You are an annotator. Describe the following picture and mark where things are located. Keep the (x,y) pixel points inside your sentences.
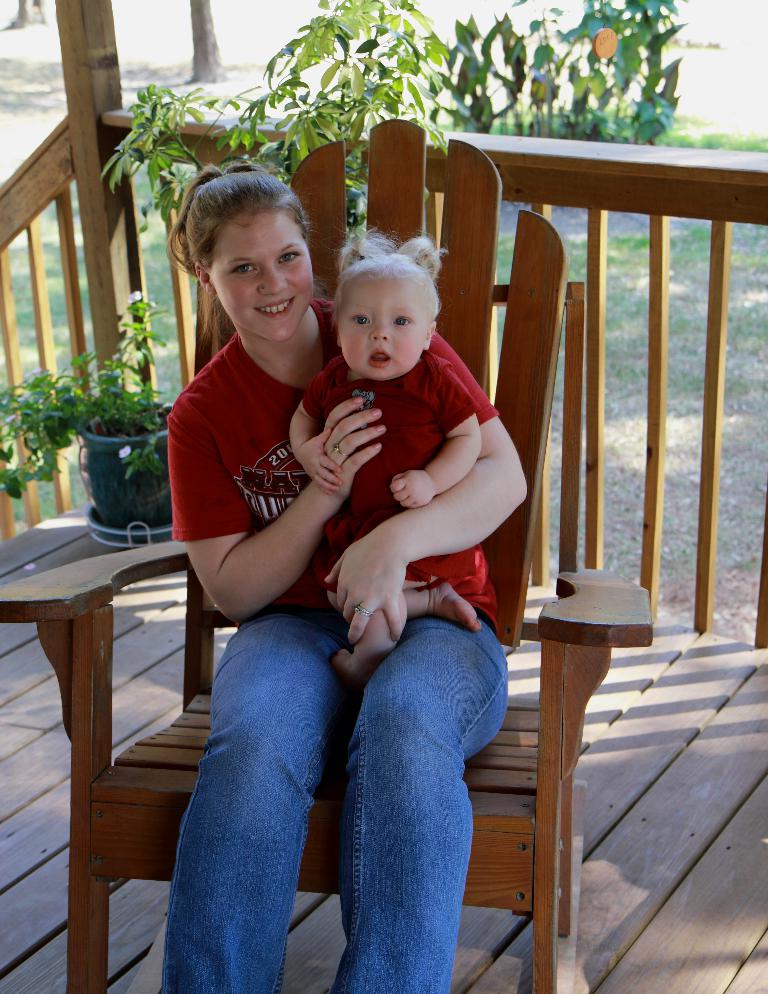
In this image I can see a woman (254,522) and baby (417,417) wearing red color t-shirts (258,480) and sitting on the chairs (503,804). The woman (414,742) is smiling and giving pose to the picture. In the background (156,343) I can see some plants (117,397).
